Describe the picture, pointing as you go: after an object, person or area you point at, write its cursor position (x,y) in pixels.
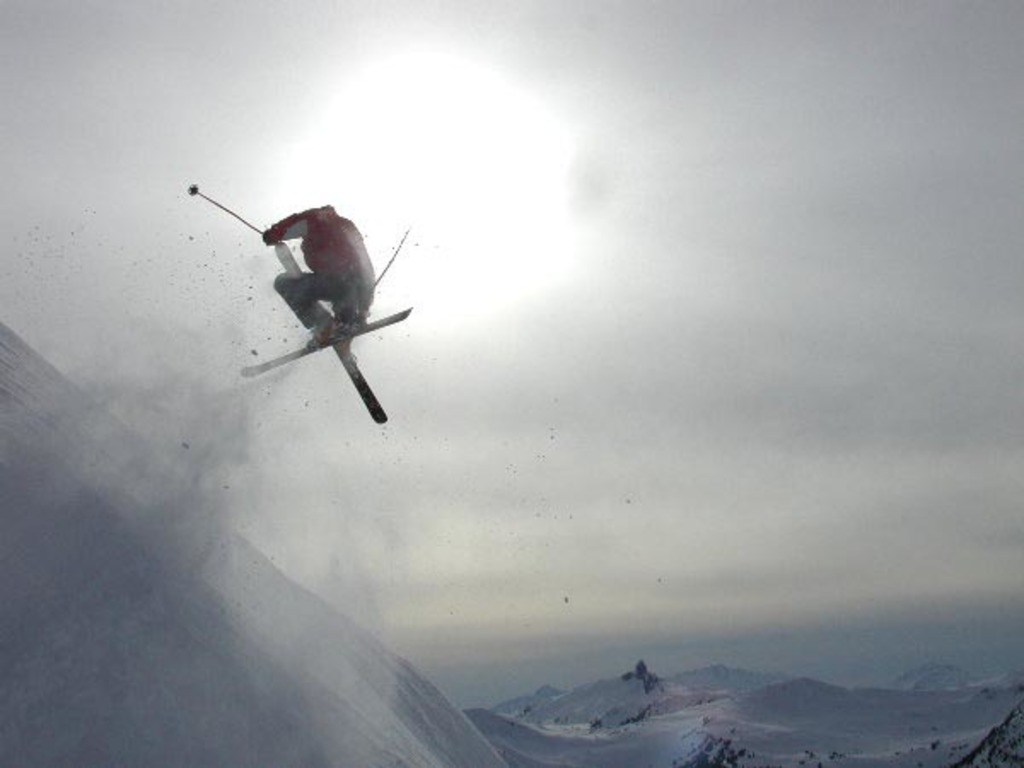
In this image I can see a person (357,247) wearing red colored jacket (329,245), blue jeans (329,278) is jumping in the air and holding two sticks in his hands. I can see ski boards (284,361) to his legs (357,315). I can see a mountain (209,586) and snow (164,574) on it. In the background (669,644) I can see few mountains (695,688) and the sky (720,364).
